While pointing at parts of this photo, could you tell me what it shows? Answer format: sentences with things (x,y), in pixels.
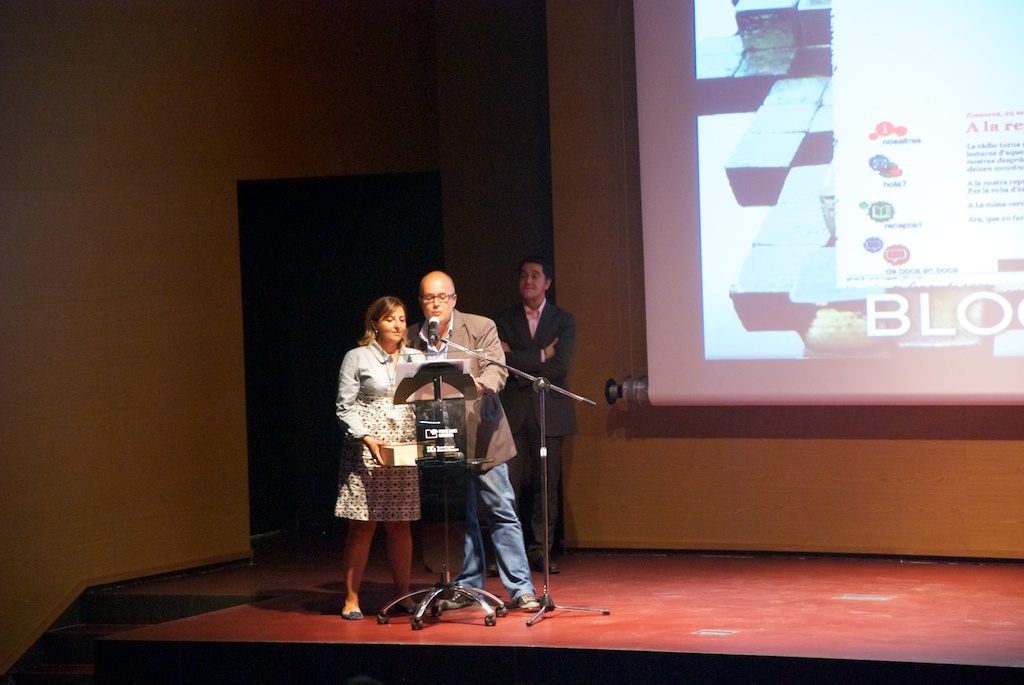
In the center of the image (401,435) we can see two people (357,502) are standing and talking, in-front of them, we can see a stand (437,432), book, mic (432,325) with stand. Behind them, we can see a man (546,268) is standing and wearing a suit (529,362). In the background of the image (993,276) we can see a wall (24,394), door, screen (744,330). At the bottom of the image (507,657) we can see the stage (186,624) and stairs (115,618).
